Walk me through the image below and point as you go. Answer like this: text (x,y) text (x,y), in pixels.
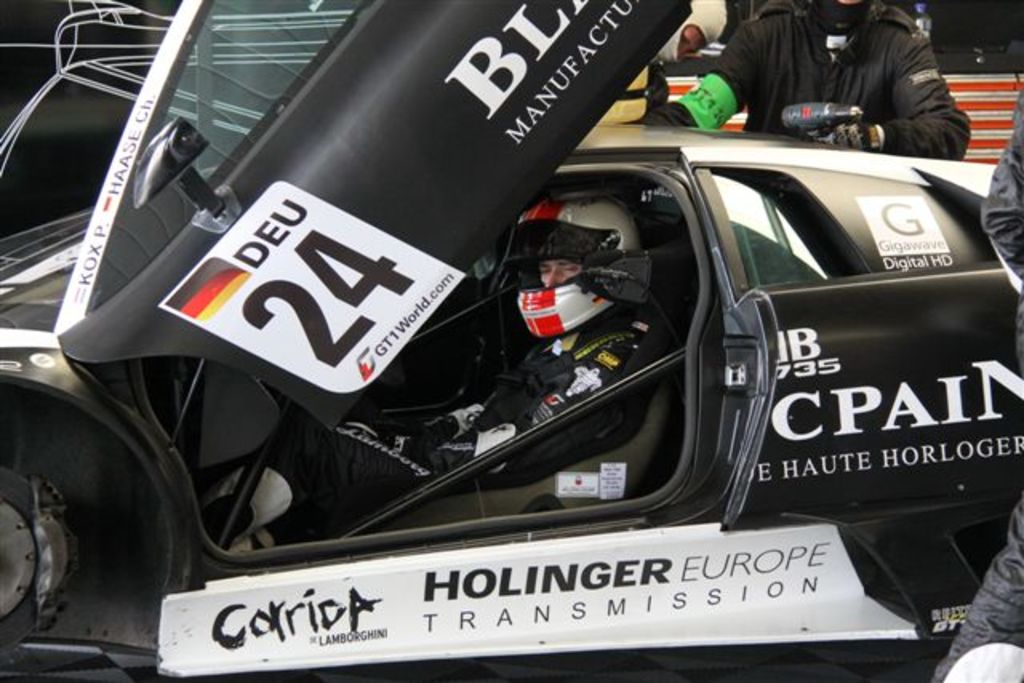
In this image I can see the person (577,378) sitting inside the vehicle (501,496) and wearing the dress (422,482) and helmet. To the right (758,117) I can see few more people (1001,203) and I can see one person (723,99) holding the machine (801,113).
